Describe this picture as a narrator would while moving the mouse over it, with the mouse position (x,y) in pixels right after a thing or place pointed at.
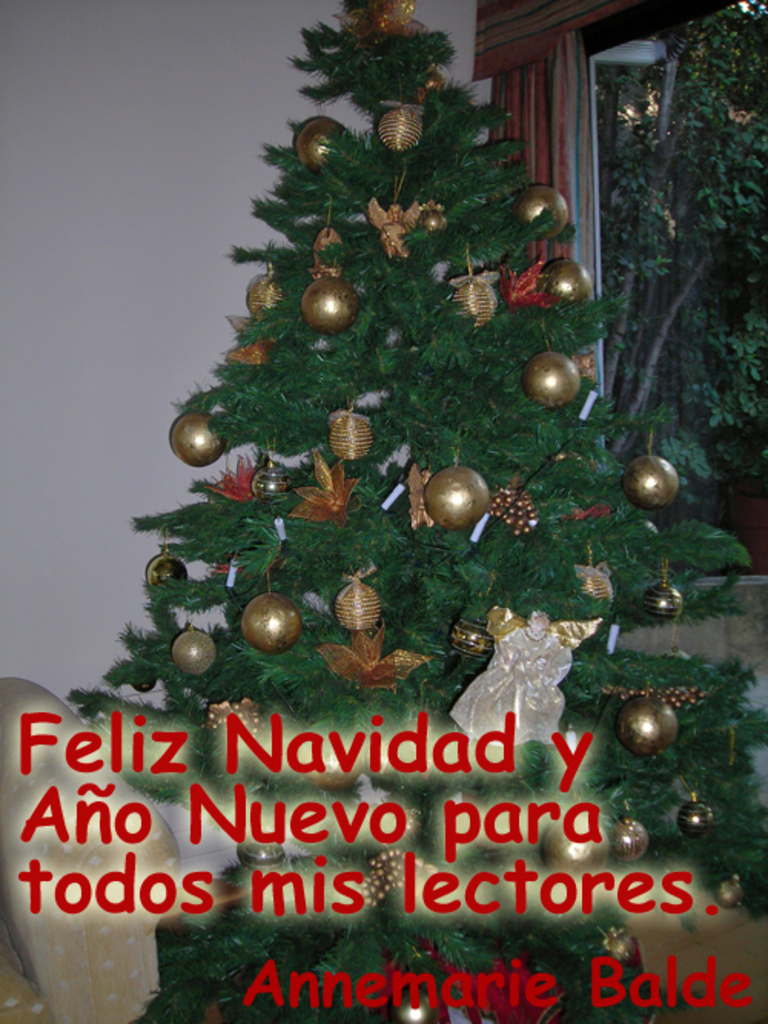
In this picture we can see an Christmas tree (415,567) and some text (279,903), and we can find few decorative items (493,661), in the background (693,118) we can see few trees (627,292).
